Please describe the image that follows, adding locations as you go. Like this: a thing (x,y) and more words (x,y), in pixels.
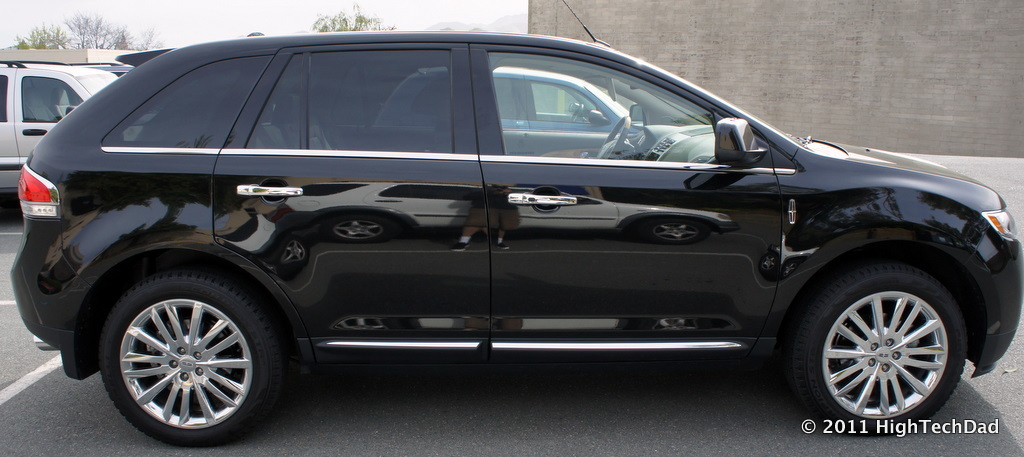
This image is clicked on the road (291,420). There are cars (258,144) parked on the road (547,441). To the right (803,94) there is a wall (717,37) behind the car (608,59). In the bottom right (875,429) there is text (882,423) on the image. In the background (109,53) there are trees (124,30) and a house (105,57). At the top (232,10) there is the sky (255,11).
